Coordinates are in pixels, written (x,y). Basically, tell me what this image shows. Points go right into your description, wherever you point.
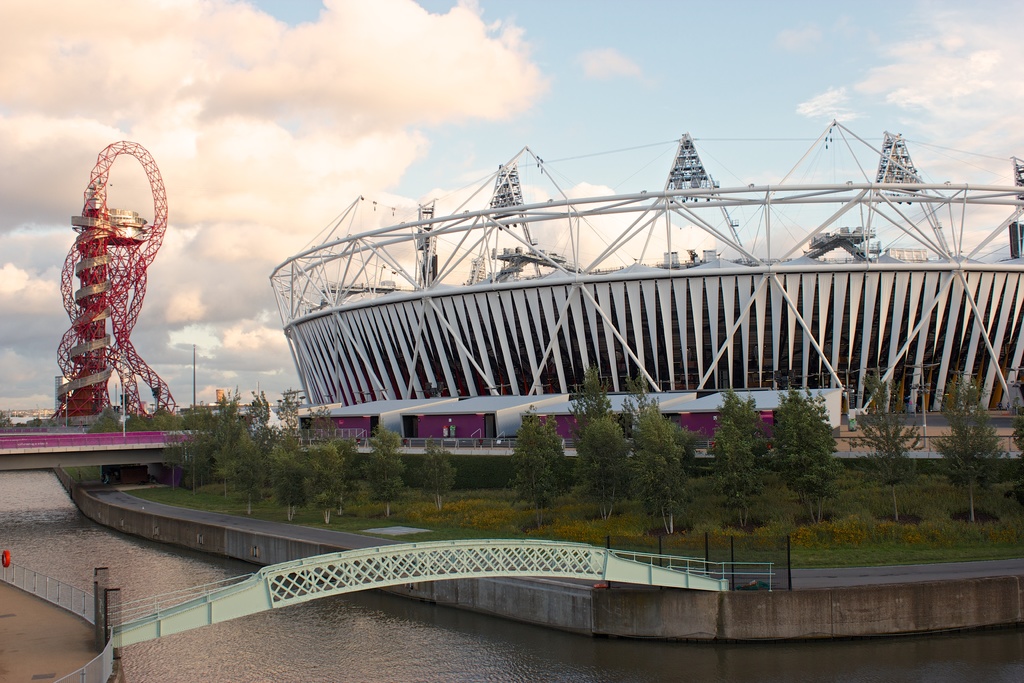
In this picture we can see there are bridges (166,600), water (231,641) and on the right side of the bridge (490,553) there is a fence (682,550), trees (609,496) and stadium (397,320). On the left side of the stadium (346,321) there is an architecture tower (103,285), pole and the sky (221,108).
